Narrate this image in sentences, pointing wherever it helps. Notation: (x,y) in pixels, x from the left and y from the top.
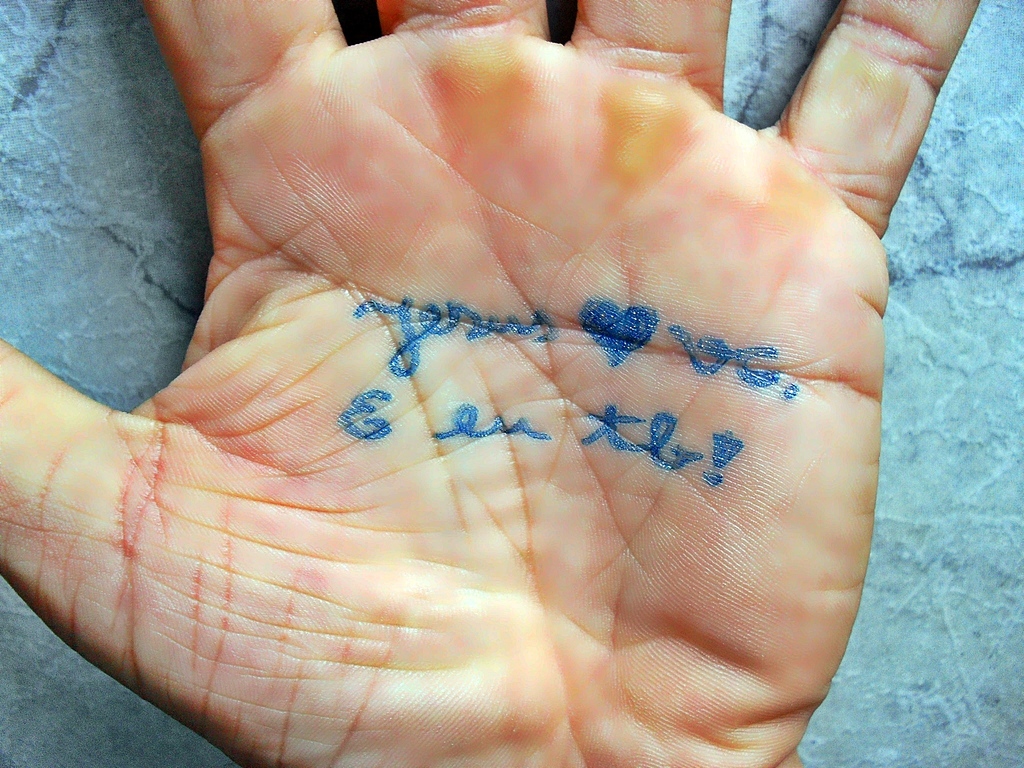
In this image there is some text (523,326) on the hand (491,208) of a person (503,289). At the bottom of the image (966,637) there is a floor (983,654).
